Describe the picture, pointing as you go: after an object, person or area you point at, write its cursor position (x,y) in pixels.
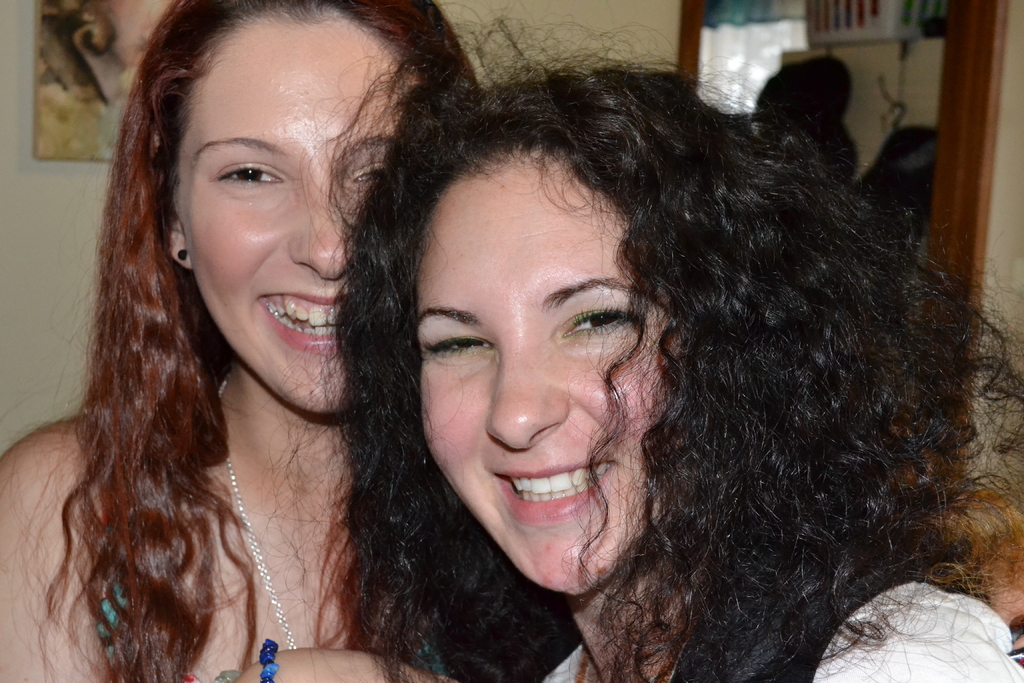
In the picture we can see two women (678,574) are standing and smiling and they has a curly hair (144,338) and in the background (719,28), we can see a wall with a photo frame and besides, we can see a wooden frame (967,28) with a door (976,295) and we can see another room (861,96) from it.
